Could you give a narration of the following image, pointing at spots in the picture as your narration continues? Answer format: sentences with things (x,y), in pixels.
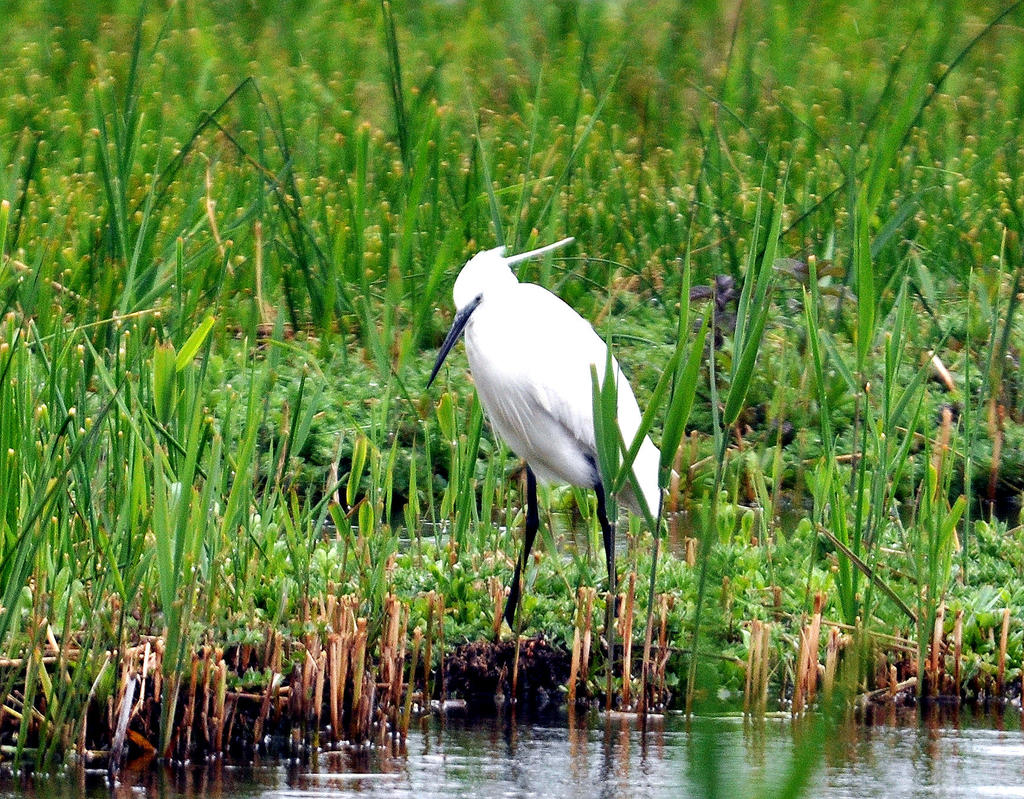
In the center of the image (528,351) we can see a bird (532,388) and there is grass (437,470). At the bottom (555,761) there is water (544,768).
